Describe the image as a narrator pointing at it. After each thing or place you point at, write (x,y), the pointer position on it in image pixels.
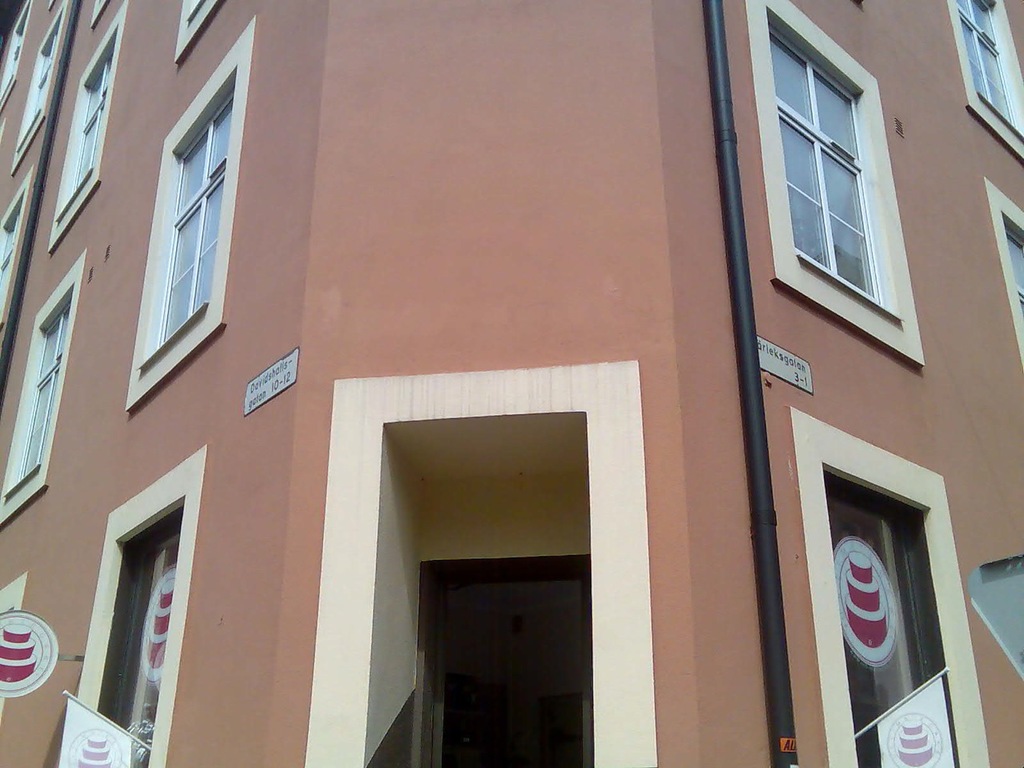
In this image there is a building (809,630) and we can see doors (583,669) and windows (845,103). On the right (722,96) there is a pipe (732,182).
